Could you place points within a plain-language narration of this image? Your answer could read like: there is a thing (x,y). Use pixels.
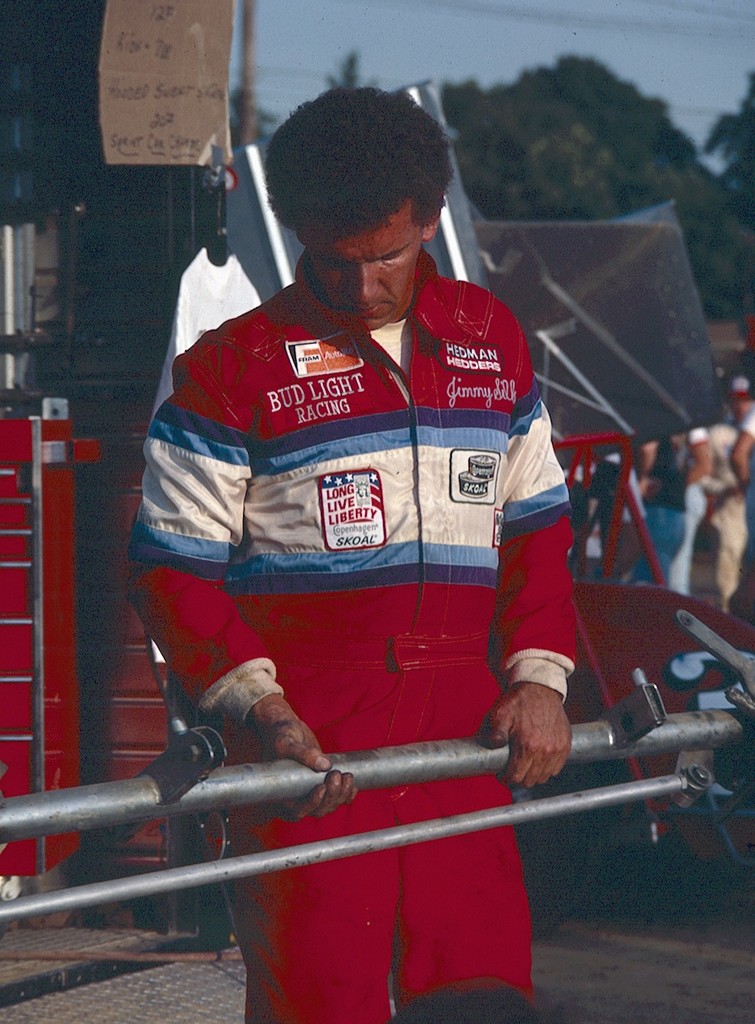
In the picture we can see a man (510,461) standing and holding a pipe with two hands (333,807) and behind him we can see a shed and besides, we can see some people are standing and in the background (472,199), we can see some trees (543,144) and on the top of it we can see the part of the sky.
